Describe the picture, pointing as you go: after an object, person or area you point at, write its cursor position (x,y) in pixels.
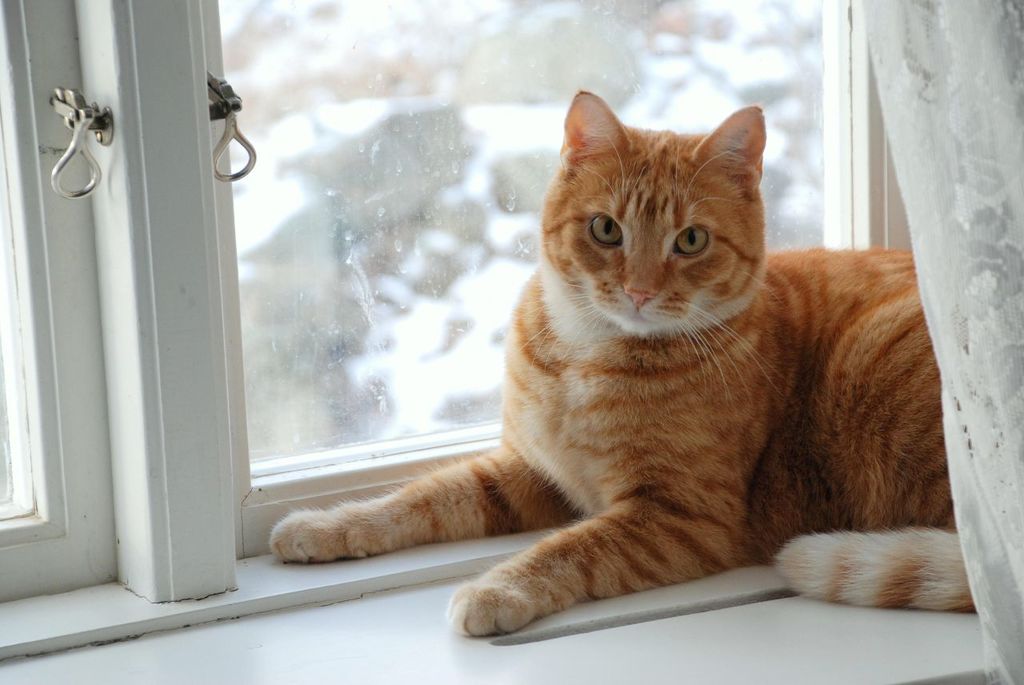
As we can see in the image there are windows (460,128), white color curtain (991,226) and cat (665,444).
